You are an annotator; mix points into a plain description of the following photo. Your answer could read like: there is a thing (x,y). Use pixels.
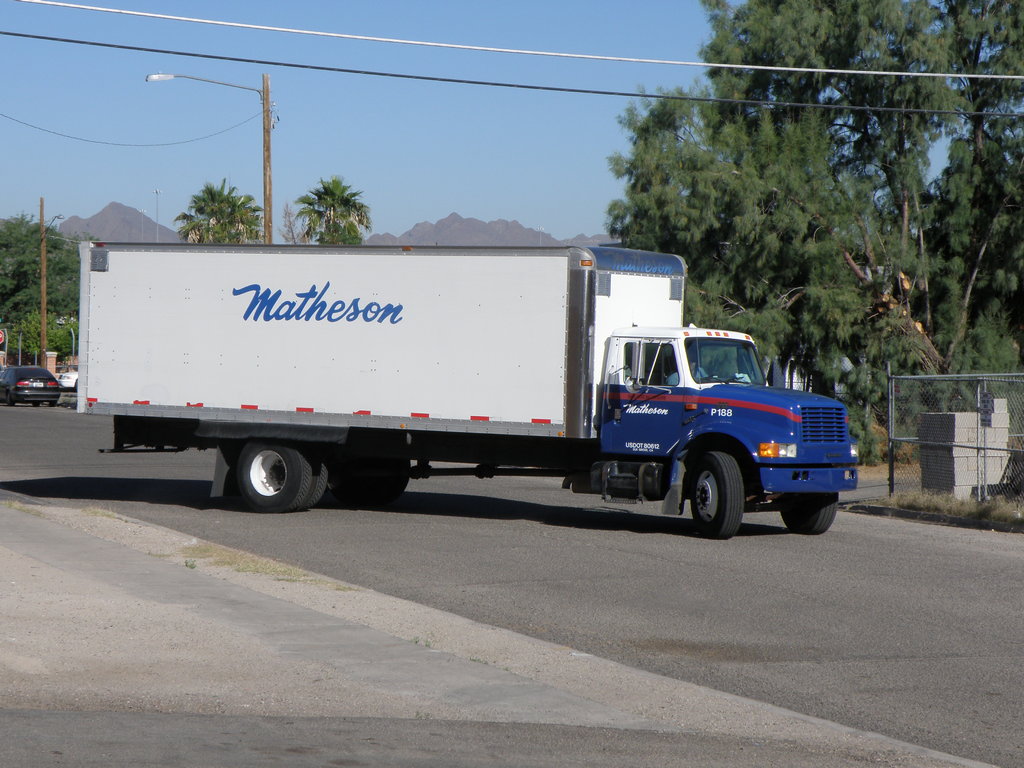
In this image, we can see some trees (953,203) and poles (43,262). There is a truck (416,253) in the middle of the image (663,290). There is a car (41,394) on the left side of the image (22,380). There are wires (302,64) at the top of the image (456,80). There is a fence (925,415) on the right side of the image (1009,496).
